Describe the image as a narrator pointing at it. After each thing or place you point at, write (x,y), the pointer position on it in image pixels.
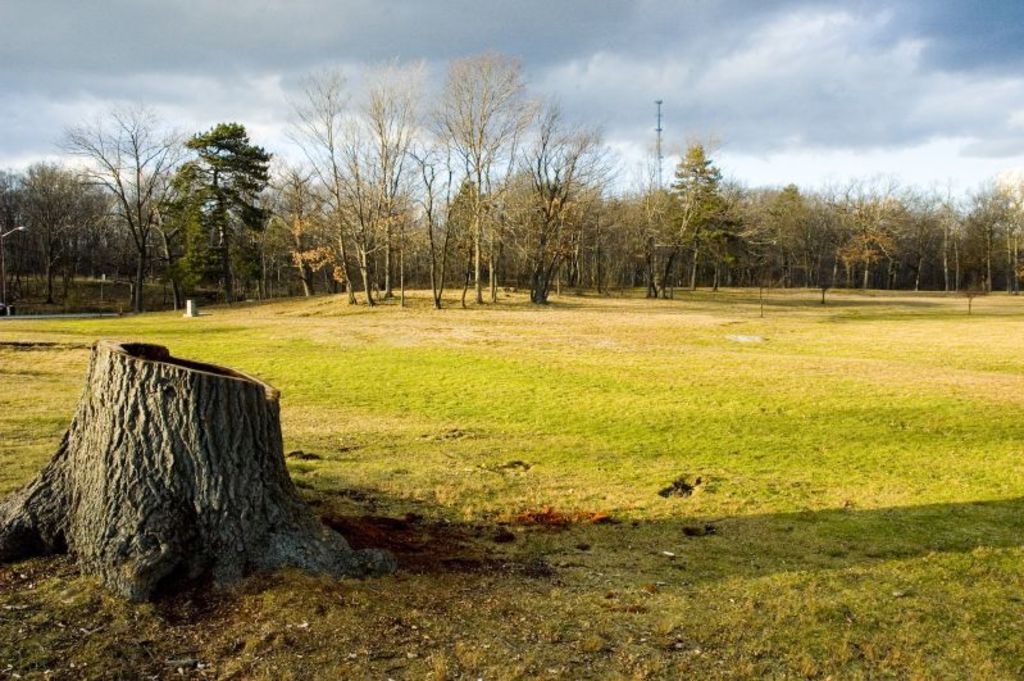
On the left side (240,403) we can see a trunk (214,513) on the ground (417,386). In the background (362,230) there are trees (375,191), pole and clouds (260,41) in the sky (260,41) and we can see a light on the left side (5,263).
